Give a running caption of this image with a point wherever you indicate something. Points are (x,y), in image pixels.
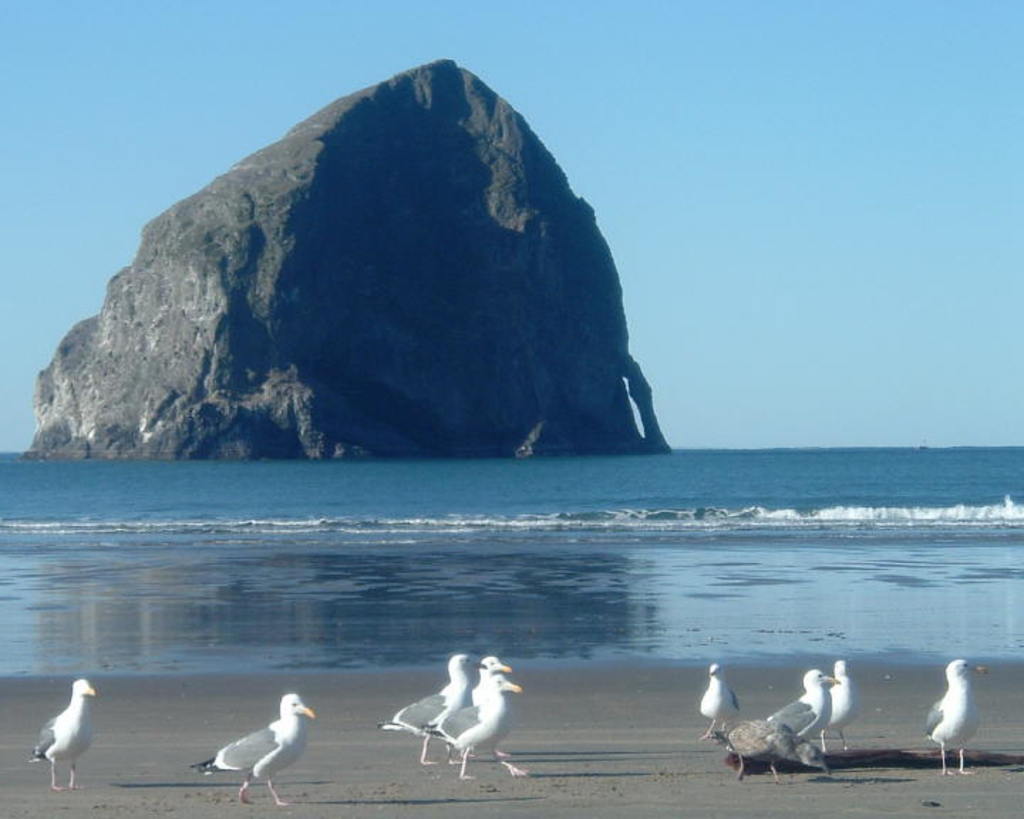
In this image there are few white color birds (498,729) walking on the sand (555,737). Beside them there is water (453,567). In the middle (419,344) there is a big rock (498,259). At the top (852,128) there is the sky (856,123).
